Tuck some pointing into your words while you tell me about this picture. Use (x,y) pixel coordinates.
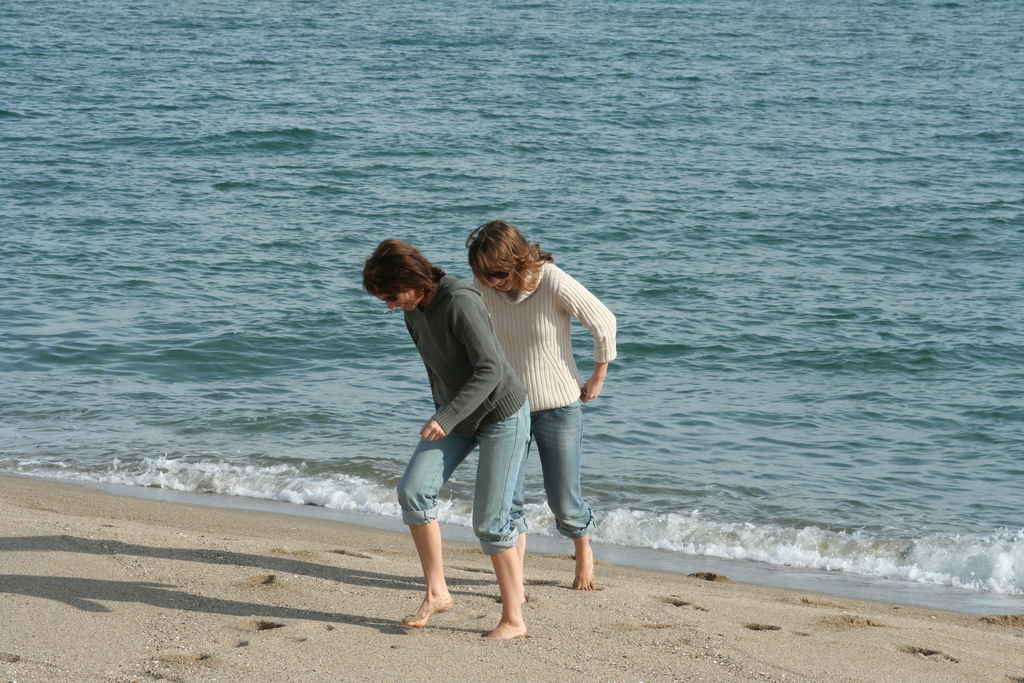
In the middle (499,255) I can see two persons (408,624) on the beach (408,605). In the background (683,195) I can see water (683,195). This image is taken on the sandy beach (390,592) during a day.
